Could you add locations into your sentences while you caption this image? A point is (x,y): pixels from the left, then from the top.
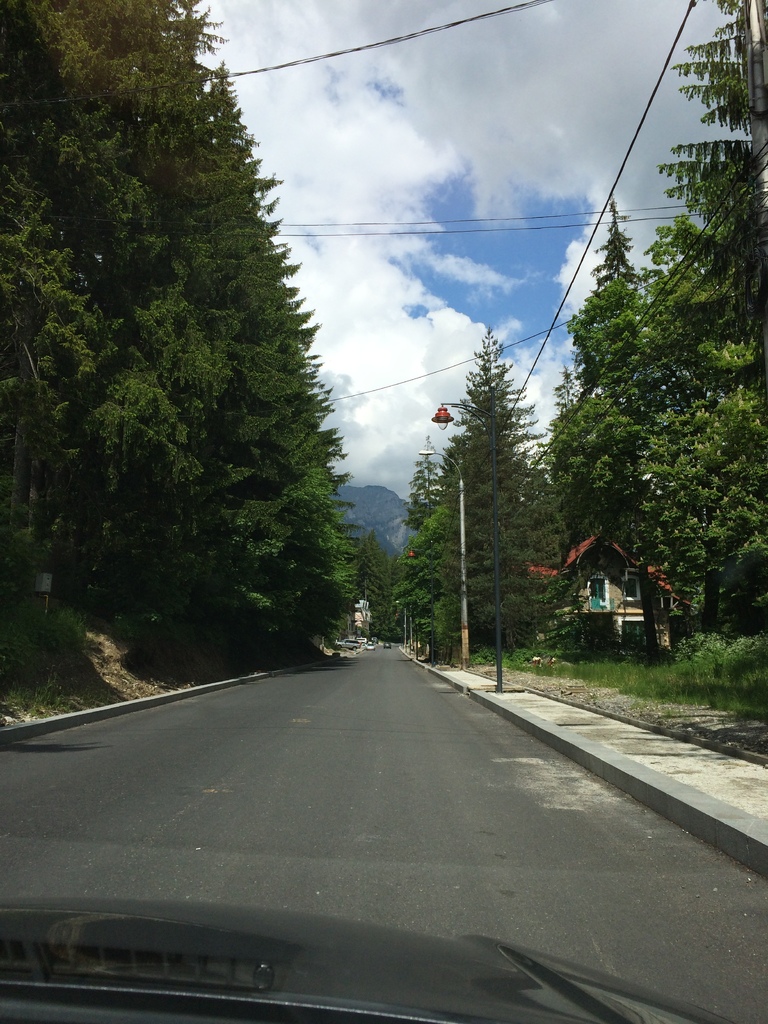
In this image, we can see so many trees (255,604), building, poles (499,657), street lights (433,622), plants (735,655), road (329,704) and walkway (711,757). At the bottom of the image (460,950), there is an object (308,999). Background (370,500) there is a hill (380,501), wires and cloudy sky (446,198).
